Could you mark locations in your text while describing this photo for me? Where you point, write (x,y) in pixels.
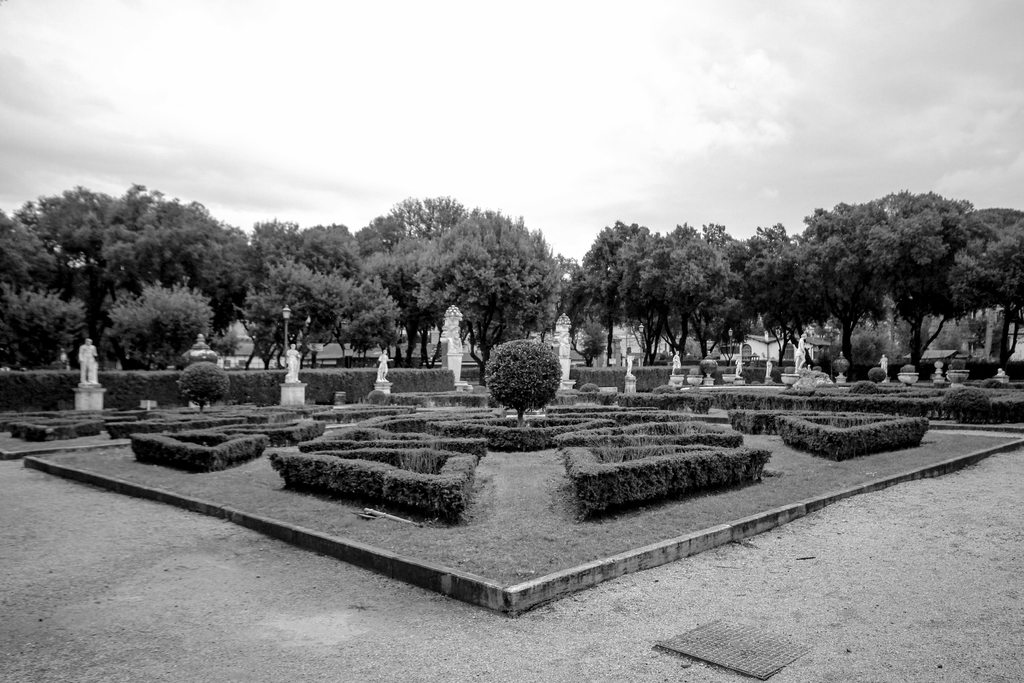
It looks like a black and white image. I can see the trees (608,301) and bushes (409,389). These look like the sculptures (87,383). At the top of the image (458,115), I can see the sky (690,191).
